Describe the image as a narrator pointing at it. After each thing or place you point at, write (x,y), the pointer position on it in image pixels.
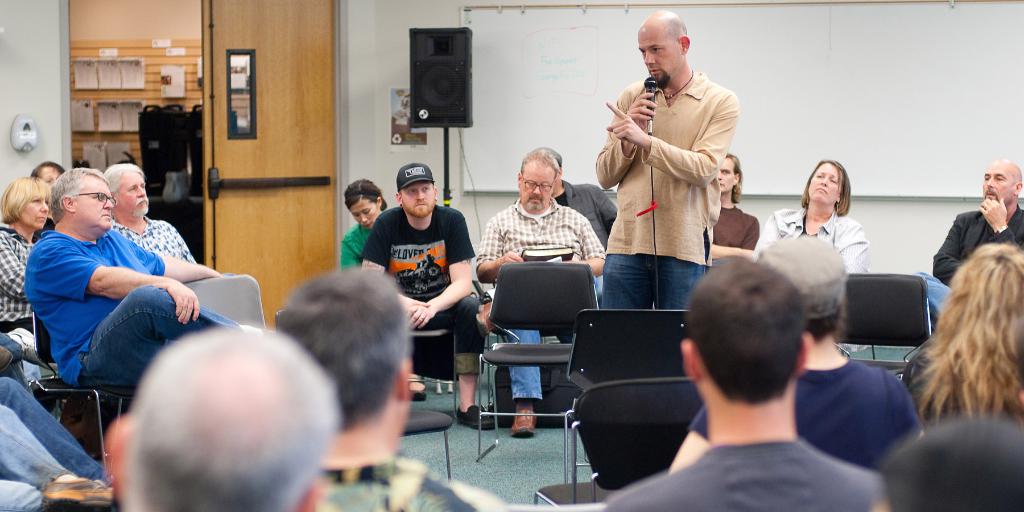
In this image we can see many people (721,411) are sitting on the chairs (618,430). A man (669,185) is speaking into a microphone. There are many objects (83,116) on the walls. There are few objects (180,150) placed on the table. There is a loudspeaker (443,93) in the image. There is a whiteboard (566,89) on the wall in the image.
